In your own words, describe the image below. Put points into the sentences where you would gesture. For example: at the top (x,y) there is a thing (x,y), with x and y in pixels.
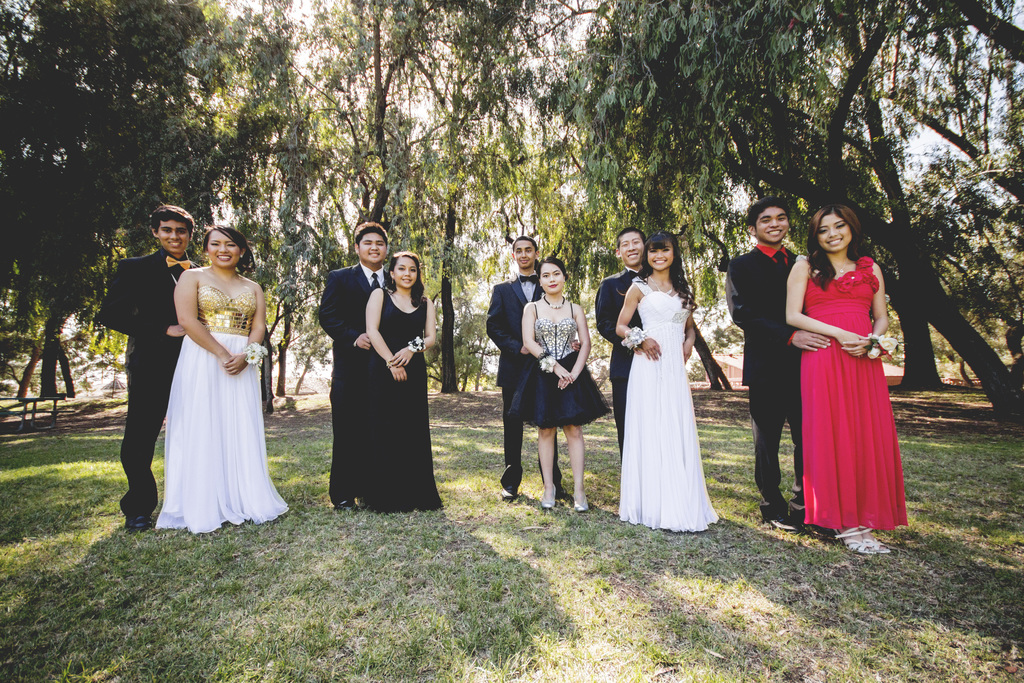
Here we can see five couples (684,387) are standing on the ground (514,566) and they are smiling. This is grass (310,597). In the background (306,324) we can see trees (584,213) and sky (905,150).
